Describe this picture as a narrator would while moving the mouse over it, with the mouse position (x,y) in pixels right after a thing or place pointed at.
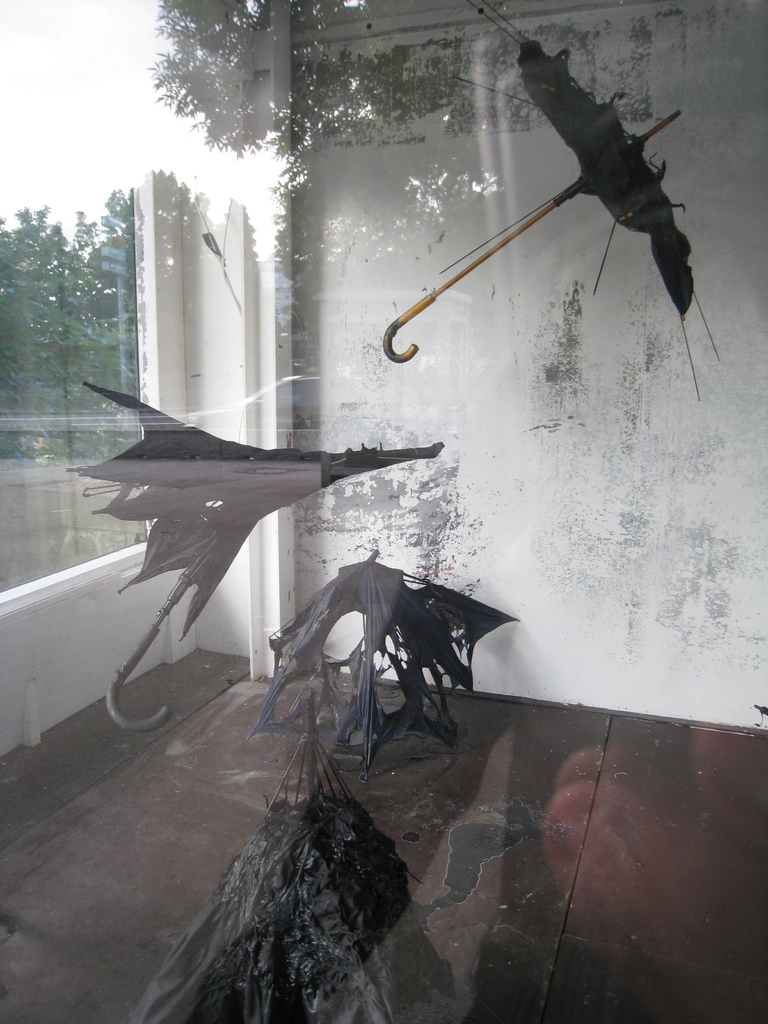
In this image we can see there is a view from the glass (110,10) where we can see there is a wall (727,55) and some broken umbrella (203,931) and some trees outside the window (106,225).
